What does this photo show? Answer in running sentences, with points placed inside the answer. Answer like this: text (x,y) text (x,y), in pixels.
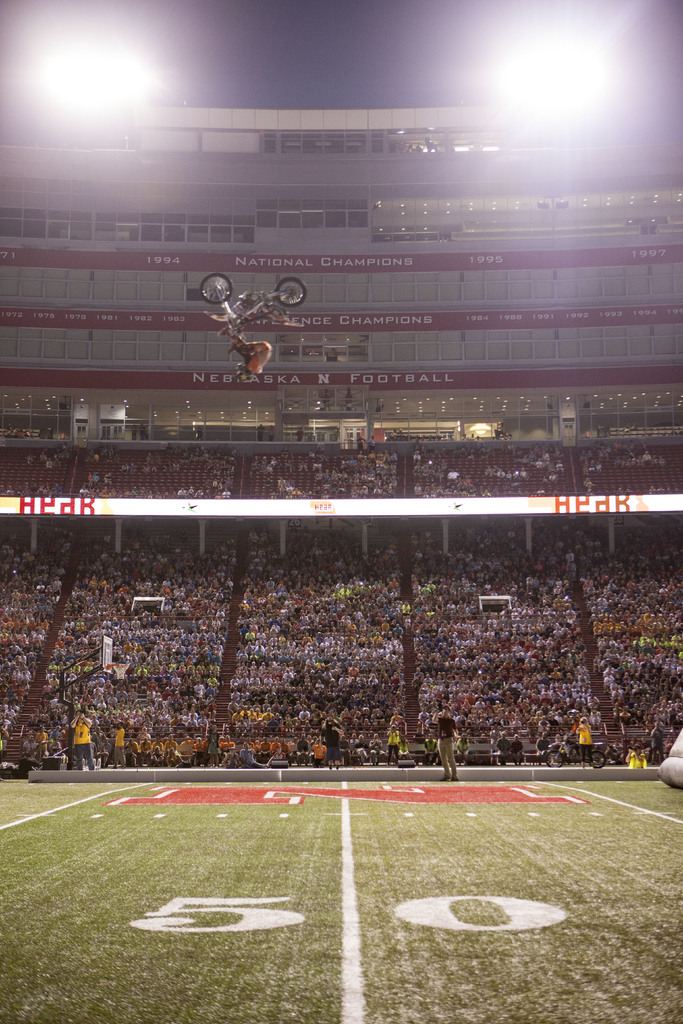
In this image, we can see an inside view of a stadium (474,925). There is a crowd (290,567) in the middle of the image (444,479). There is a light (101,68) in the top left (109,76) and in the top right of the image (516,72). There is a person (252,345) on the bike (256,304) which is in the middle of the image (261,351). There is a sky (259,72) at the top of the image (259,72).
